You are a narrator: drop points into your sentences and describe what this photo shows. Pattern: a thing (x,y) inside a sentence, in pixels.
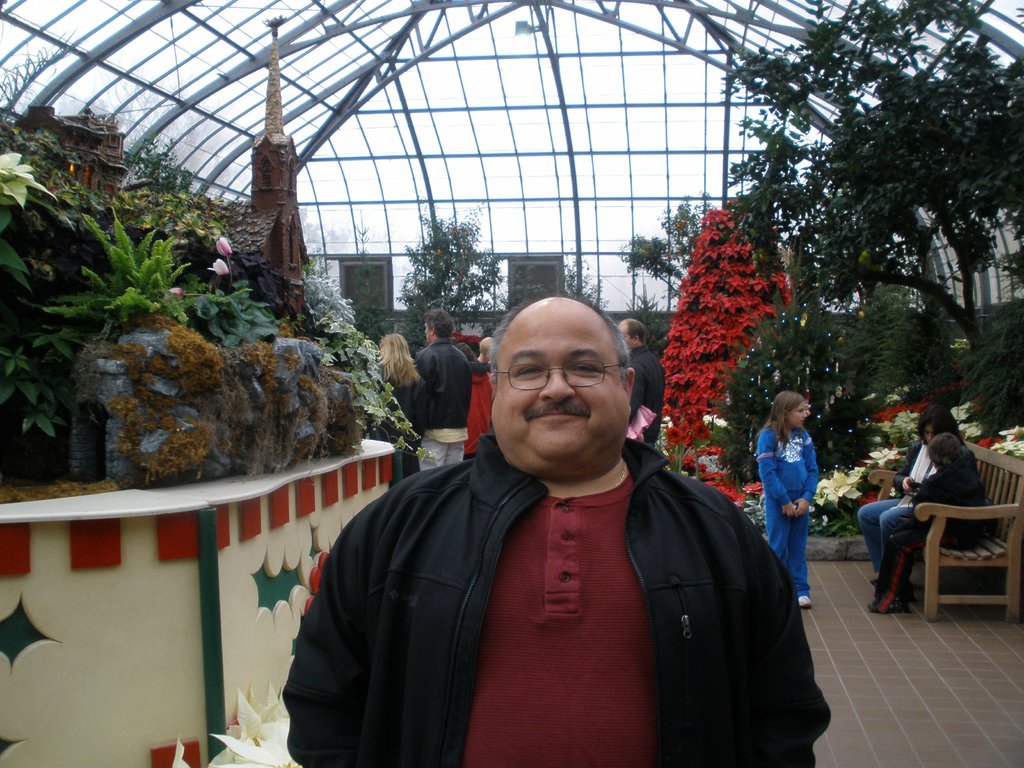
In this image I can see a person (583,584) wearing maroon and black colored dress (554,632) is standing and smiling. In the background (846,357) I can see few trees (831,345) which are green in color, few flowers (761,321) which are pink, red and cream in color, few persons (806,489) standing, few persons (928,498) sitting on a bench (933,531) and the ceiling (459,83) of the green house (483,105).
